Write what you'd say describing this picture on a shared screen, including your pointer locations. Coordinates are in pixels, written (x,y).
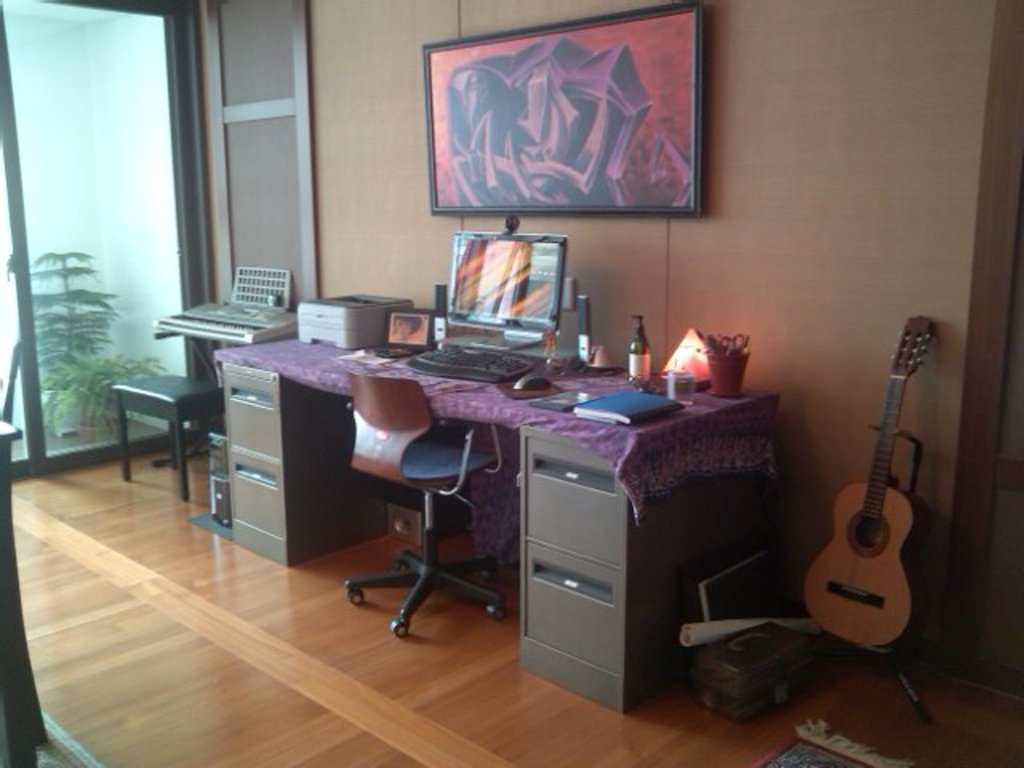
In this picture we can see a room (268,563) with table (493,385), chair (362,419), piano (246,300), stool (160,407) and on table (437,376) we have monitor (538,271), keyboard (463,360), mouse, books (623,393), bottle (632,365), flower pot (724,356), speakers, printer (367,322) and aside to this table (691,517) there is guitar (881,550) and in background (382,205) we can see wall (403,122) with frame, plant (105,312).
